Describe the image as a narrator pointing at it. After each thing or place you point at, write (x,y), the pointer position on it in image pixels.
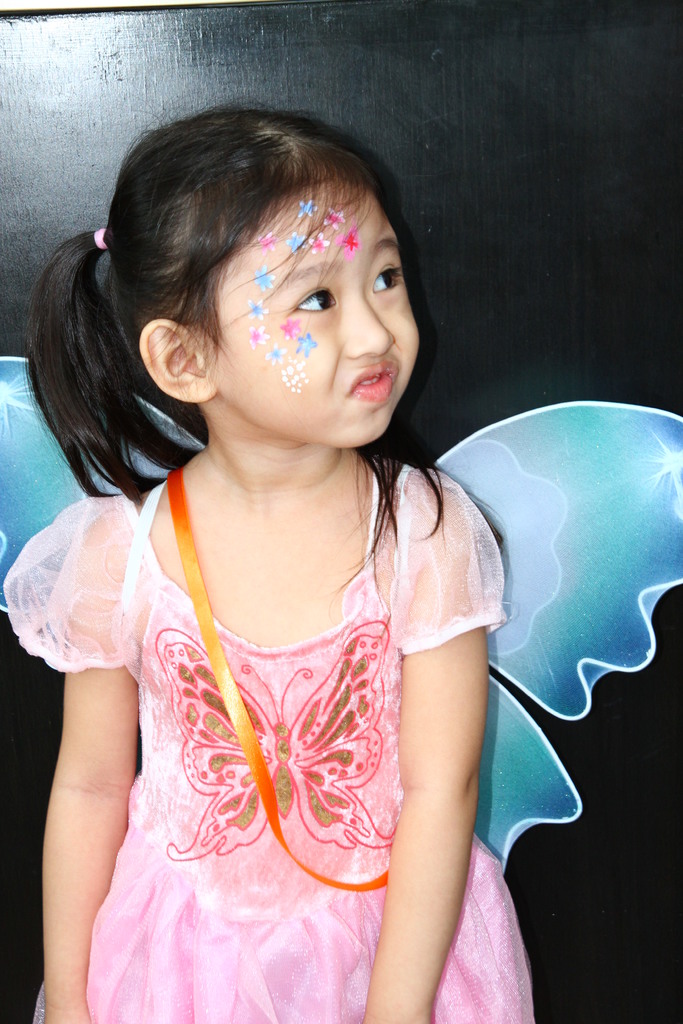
Here I can see a girl (315,577) wearing a frock (343,643) to which wings (528,548) are attached at the back side (509,497). She is standing and looking at the right side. At the back of her there is a wooden surface (449,93).
